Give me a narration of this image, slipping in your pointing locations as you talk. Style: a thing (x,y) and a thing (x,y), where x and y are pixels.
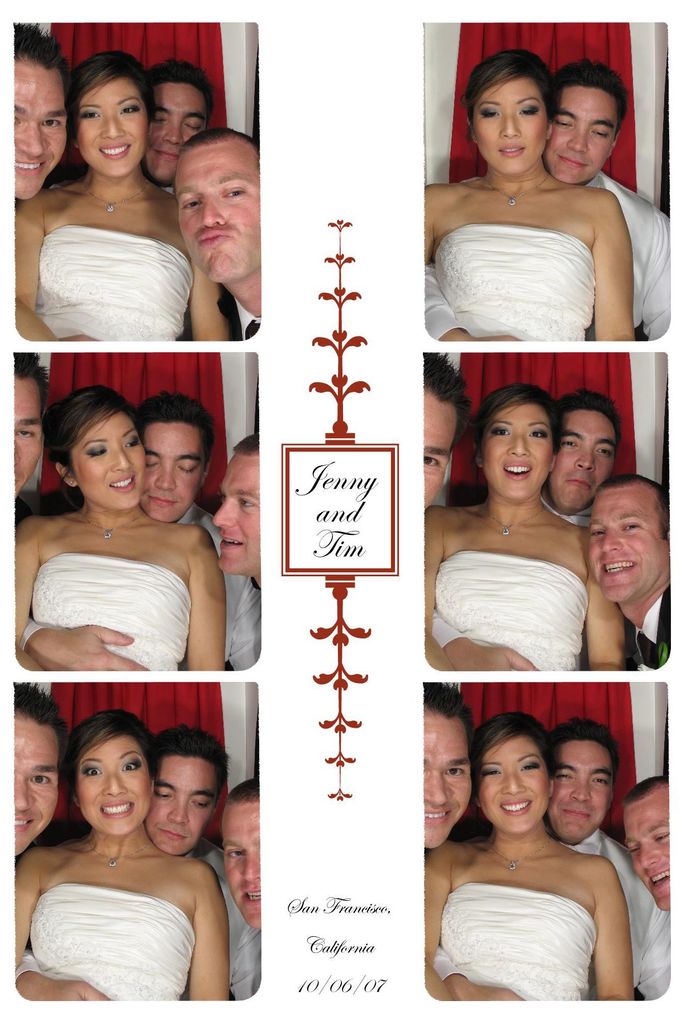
This image consists of many people (200,844). It looks it is edited and made as a collage. In the front (104,233), there is a woman (103,452) wearing white dress (85,263) is stunning. In the middle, there is a text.
